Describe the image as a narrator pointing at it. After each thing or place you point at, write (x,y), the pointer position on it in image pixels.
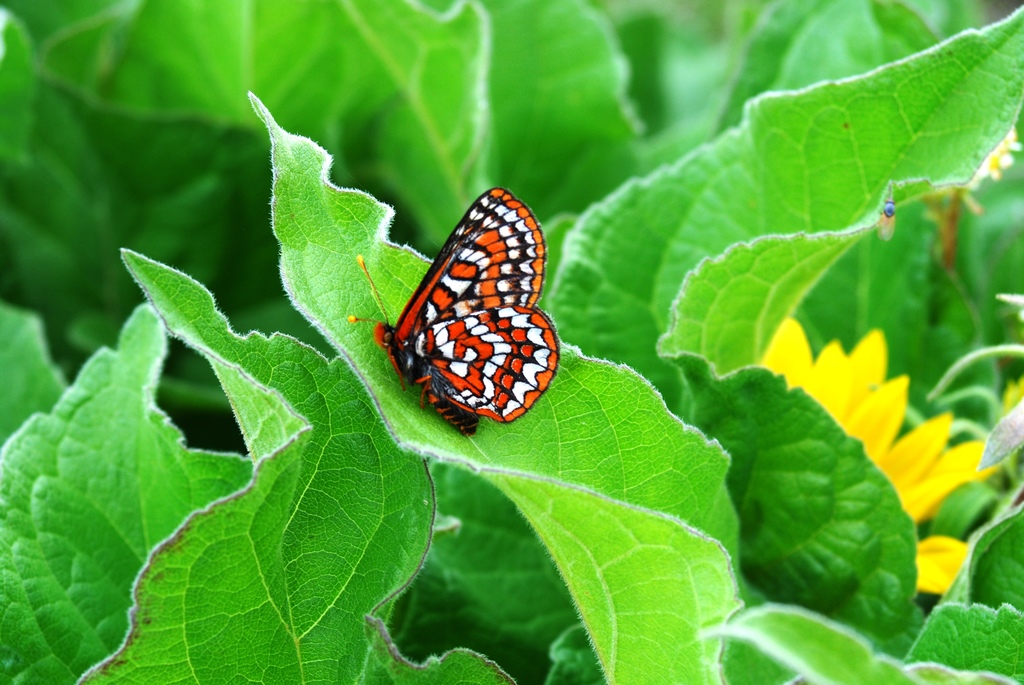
In the image there is a butterfly (447,368) laying on a leaf (634,552) and around that leaf (399,382) there are many other leaves (824,334).
